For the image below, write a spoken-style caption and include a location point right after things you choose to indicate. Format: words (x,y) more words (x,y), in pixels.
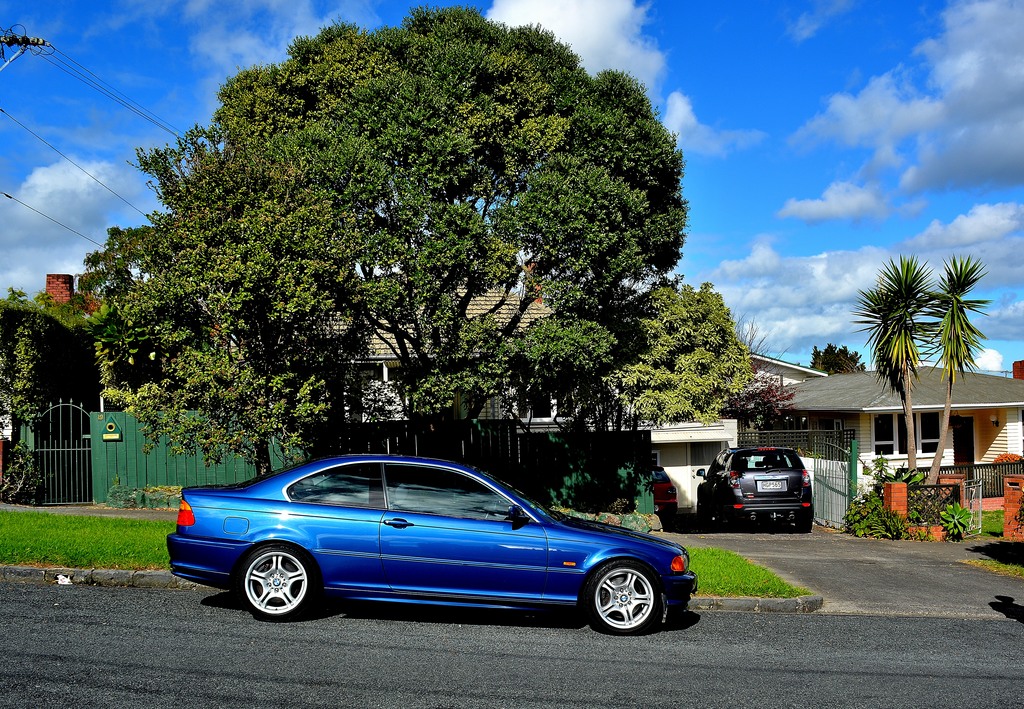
In this picture we can see cars (509,519) on the road (849,699), trees (923,338), buildings (989,418) with windows (922,432), grass (92,535) and in the background (755,150) we can see the sky (848,218) with clouds (837,102).
